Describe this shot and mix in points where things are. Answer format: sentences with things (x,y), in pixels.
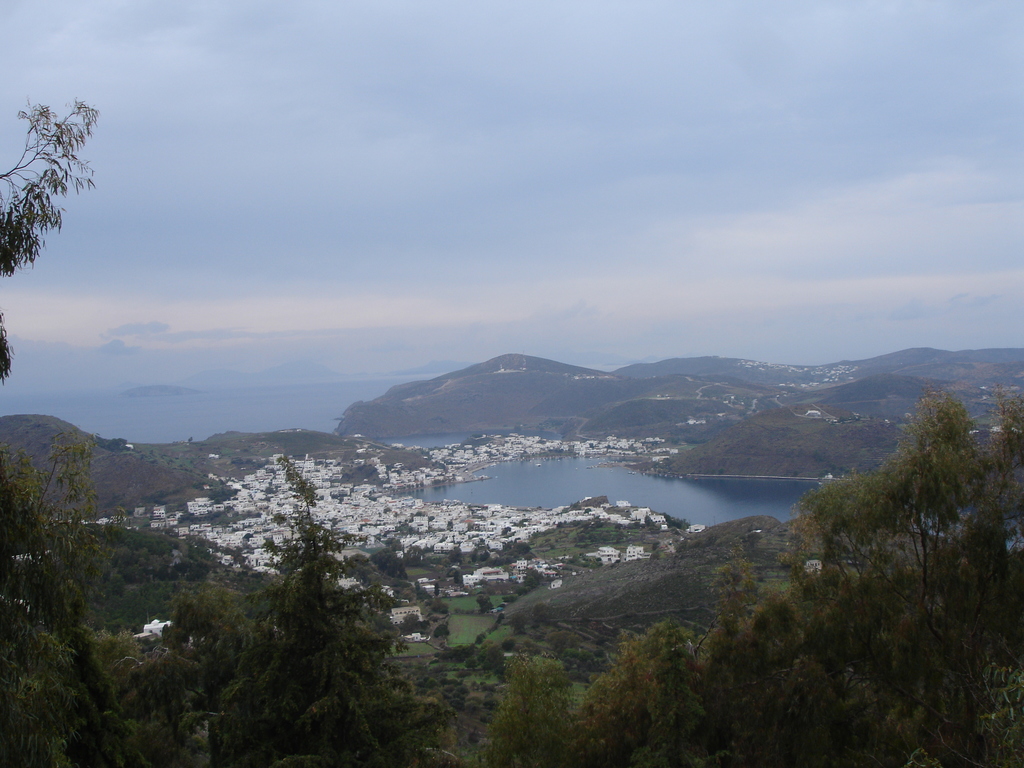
In this image we can see a group of buildings (470,503), housing (478,451), a group of trees (628,724) and a large water body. We can also see the hills (692,557) and the sky (457,303) which looks cloudy.
